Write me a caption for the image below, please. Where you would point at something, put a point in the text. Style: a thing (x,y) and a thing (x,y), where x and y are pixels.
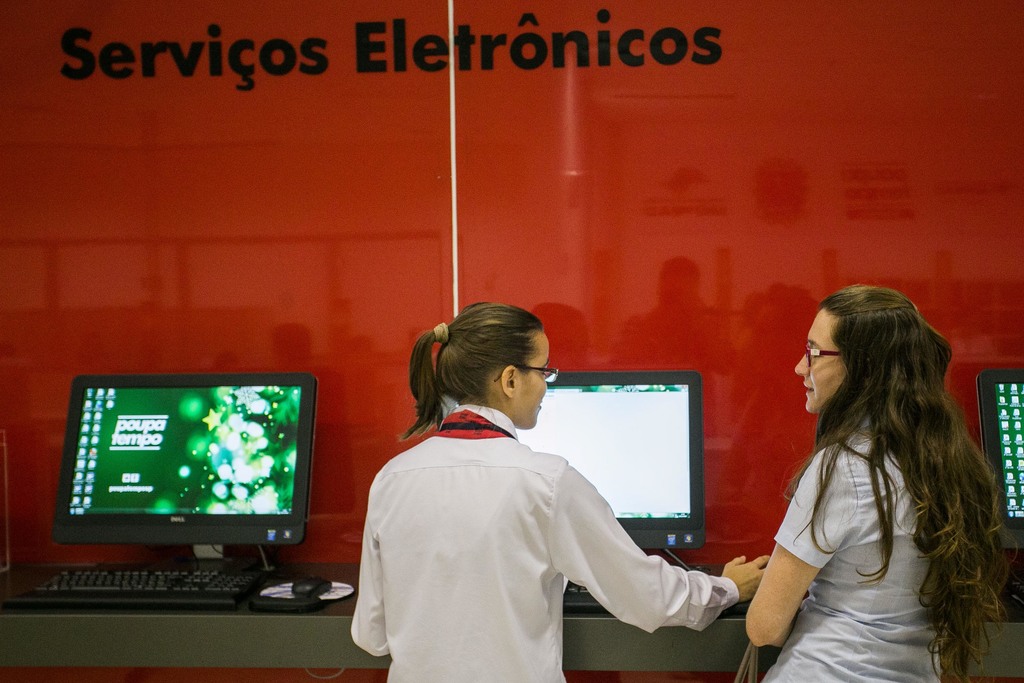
In this picture I can see there are two women (631,602) standing and speaking and they are wearing white shirts (515,434) and spectacles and there are three computers (137,437) and keyboards (228,571) and in the backdrop (306,165) there is a red color wall (481,153) with something written on it.
